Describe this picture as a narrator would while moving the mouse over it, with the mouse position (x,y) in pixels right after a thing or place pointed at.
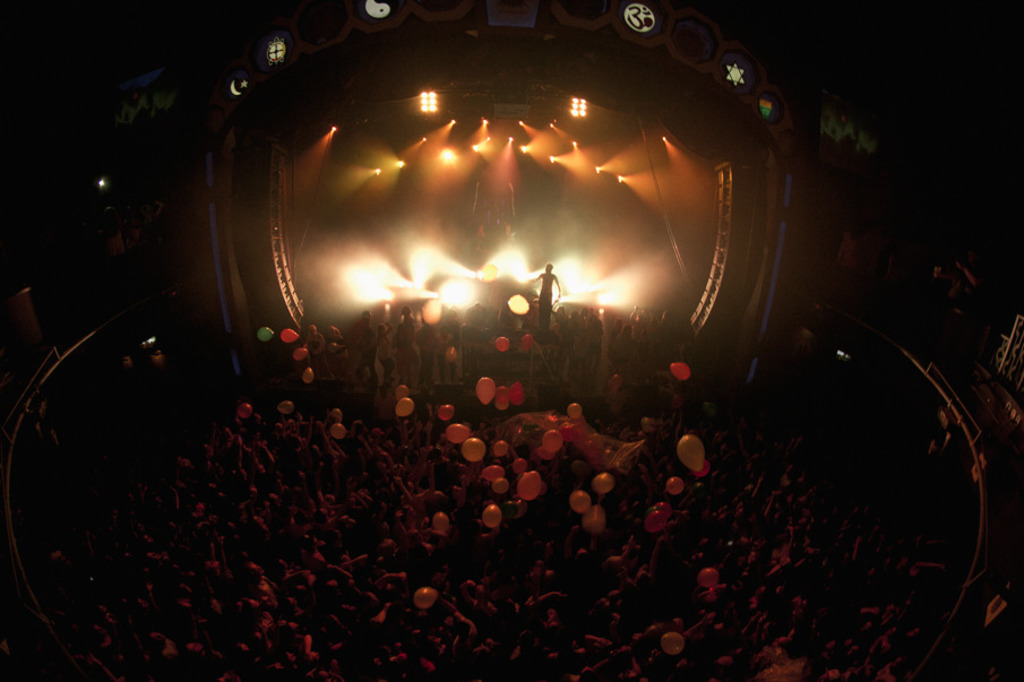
In this picture we can see some people (335,585) standing here, there is a person (545,299) standing on the stage (493,367), we can see some lights (551,159) here, there are some balloons (292,334) here.
